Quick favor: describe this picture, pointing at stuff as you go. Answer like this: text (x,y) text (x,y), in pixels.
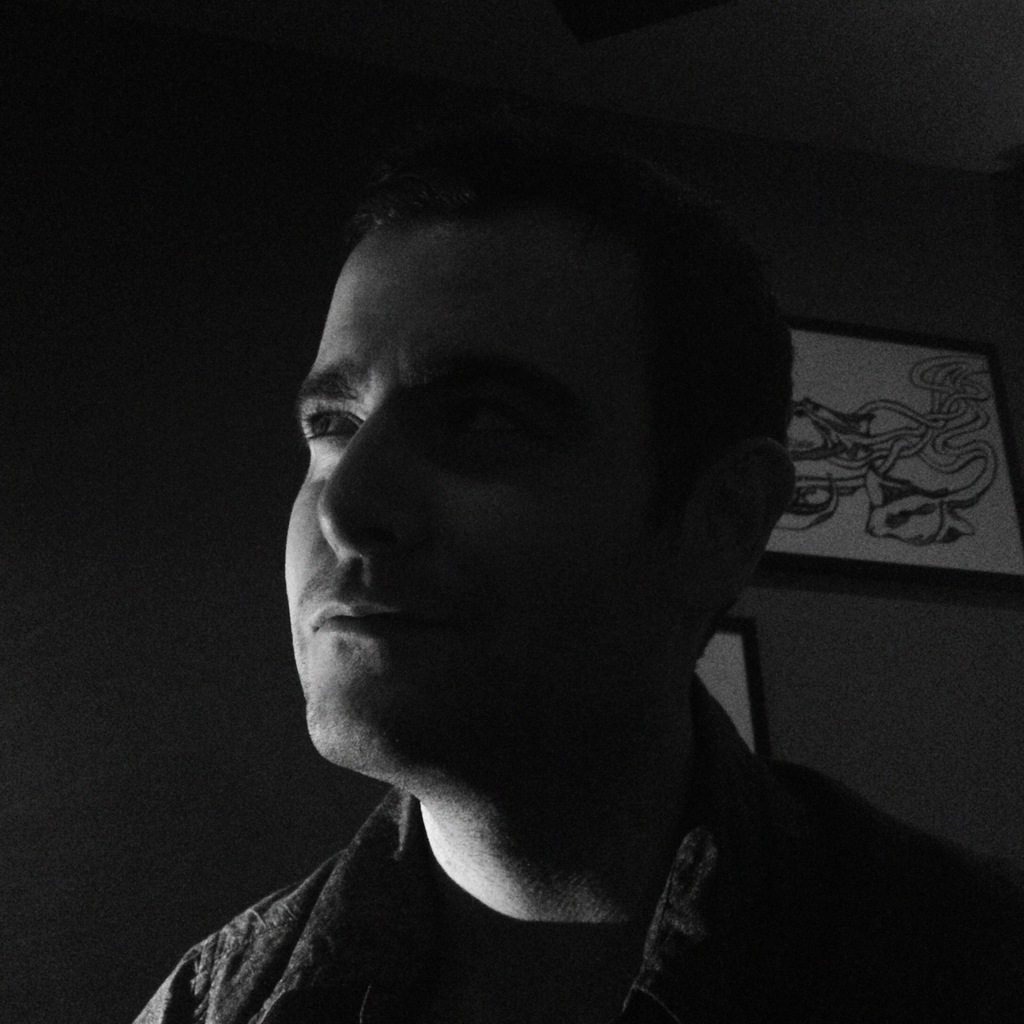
This image consists of a man (540,882). In the background (43,490), there is a wall (873,778) on which frames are fixed.
